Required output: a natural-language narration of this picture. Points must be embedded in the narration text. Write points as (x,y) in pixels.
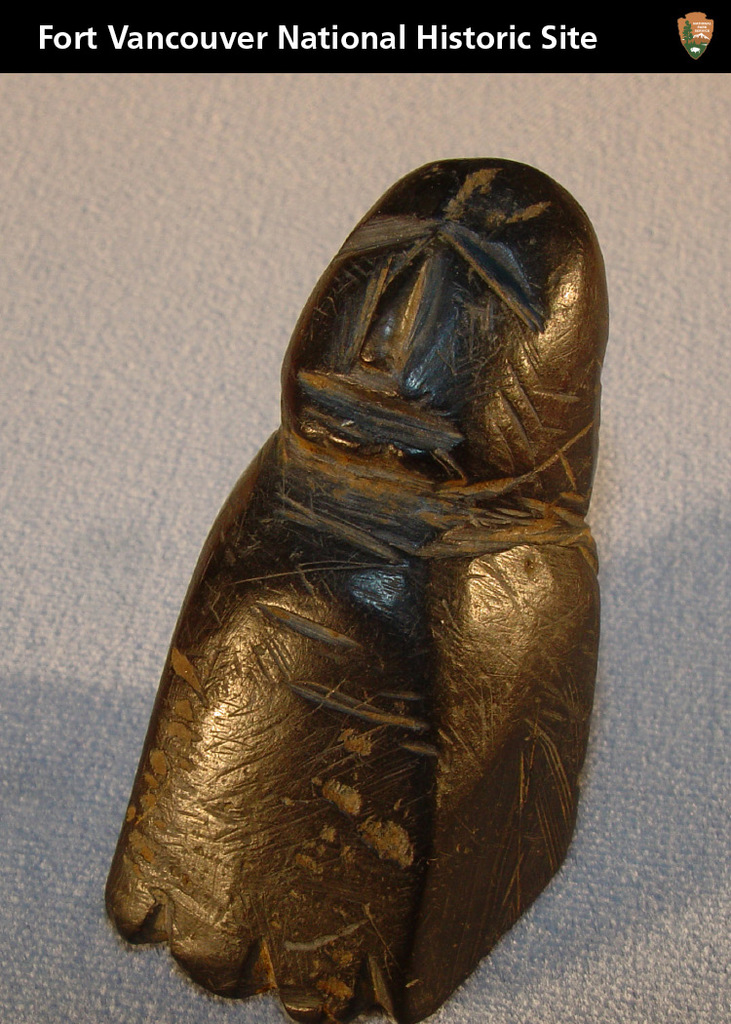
In this image there is an object (326,514). At the top of the image (299,43) there is some text (176,43).
